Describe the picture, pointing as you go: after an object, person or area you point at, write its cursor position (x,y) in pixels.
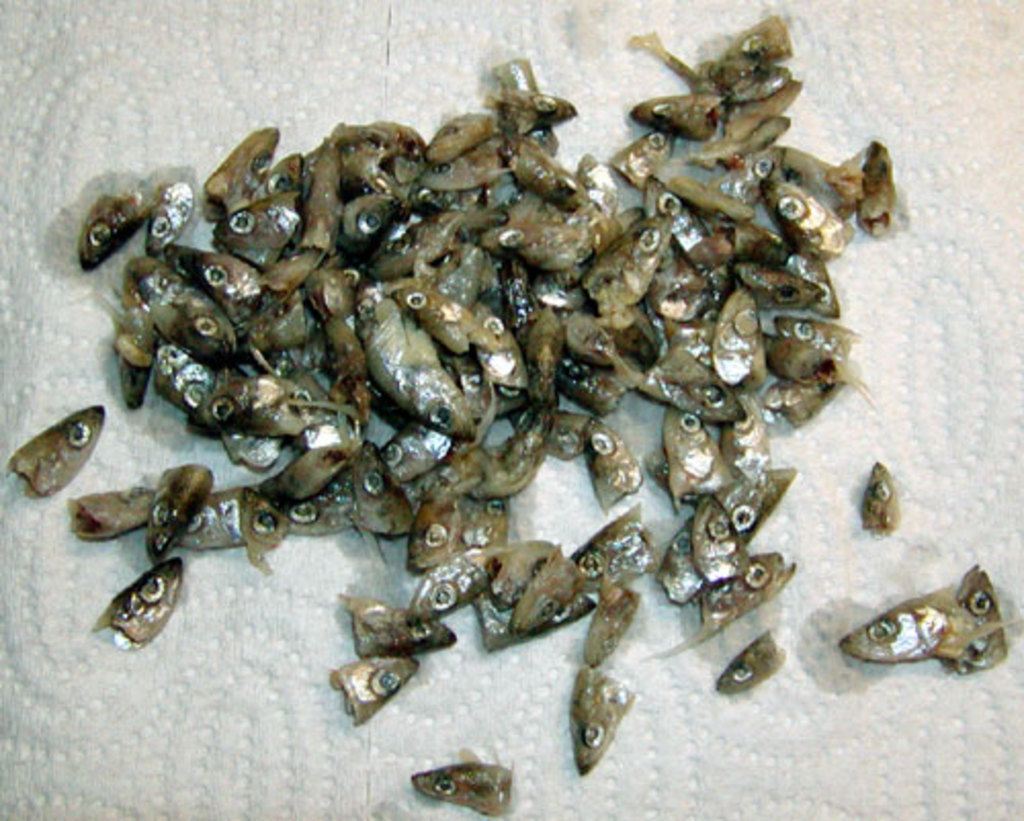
In this image I can see number of fish heads (538,435) on the white colored surface (198,89).
